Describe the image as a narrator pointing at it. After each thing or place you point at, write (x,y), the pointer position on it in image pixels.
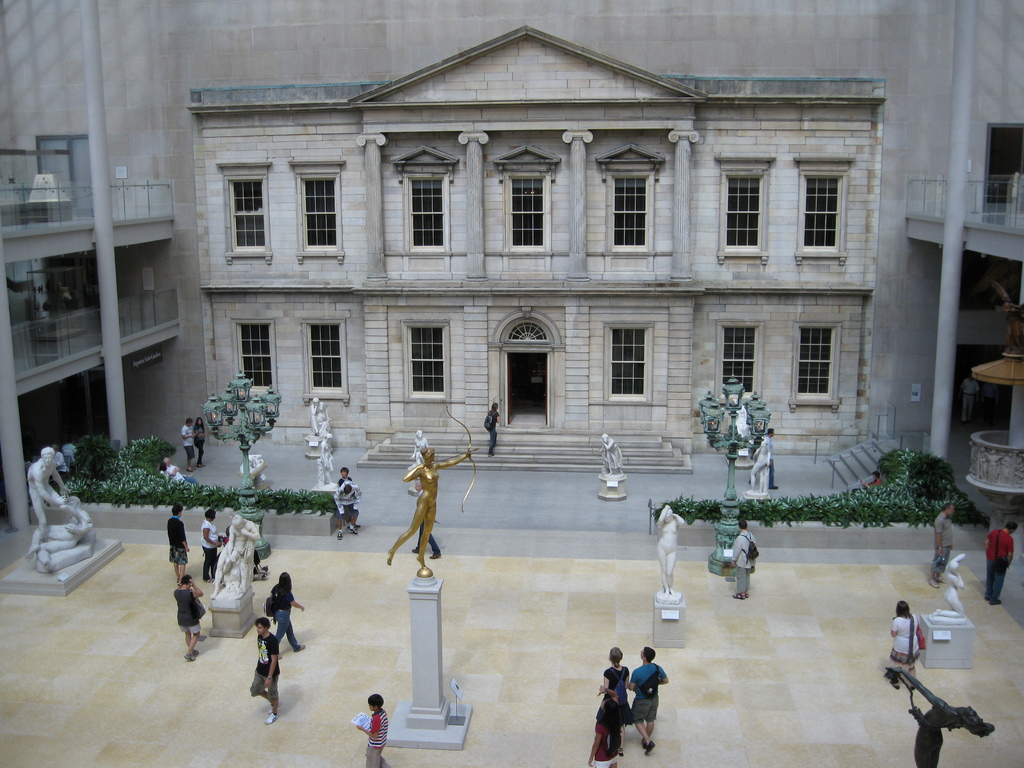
In this image there are few people (191,629) walking in front of a building (469,369), there are few statues (33,494) and trees (773,504) and lamp post (240,431) in front of the building (384,292).
